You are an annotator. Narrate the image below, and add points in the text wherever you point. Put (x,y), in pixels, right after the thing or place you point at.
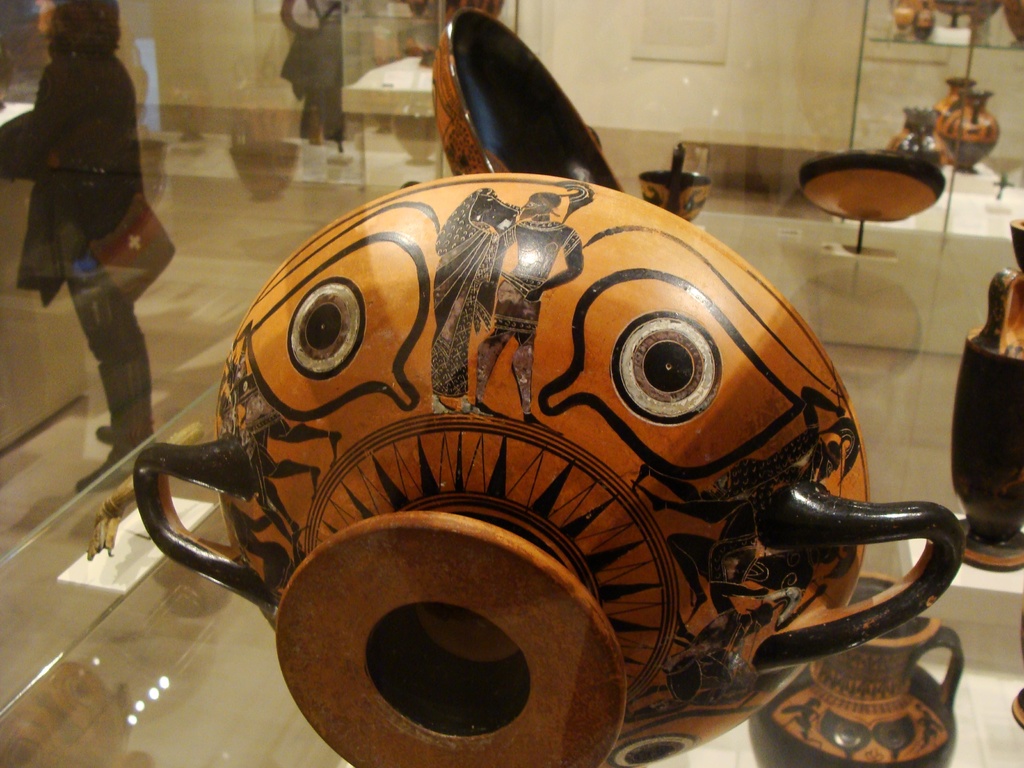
This image consists of a bowl (645,547). It looks like it is made up of ceramic (867,488). And there are many objects (967,132) which looks like those are made up of ceramic (456,89). On the left (65,233), we can see a woman (41,271) standing. At the bottom (35,516), there is a floor (68,476).
